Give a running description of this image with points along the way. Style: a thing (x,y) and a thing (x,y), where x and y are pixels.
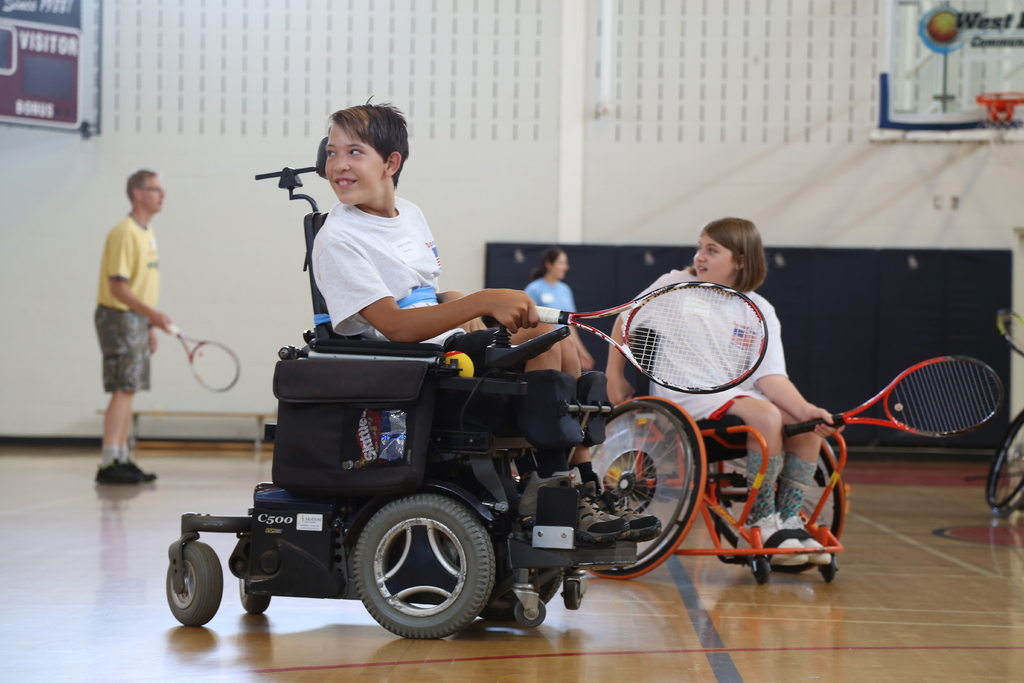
In this picture I can see there are two kids (545,471) sitting in the wheelchair (609,437) and there is a man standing on the left side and there is a woman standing at the wall (520,226). There is a wall (532,195) in the backdrop (521,208) and there is a basket (1017,101) attached to the iron frame (1005,61) at the top right side (977,127).
